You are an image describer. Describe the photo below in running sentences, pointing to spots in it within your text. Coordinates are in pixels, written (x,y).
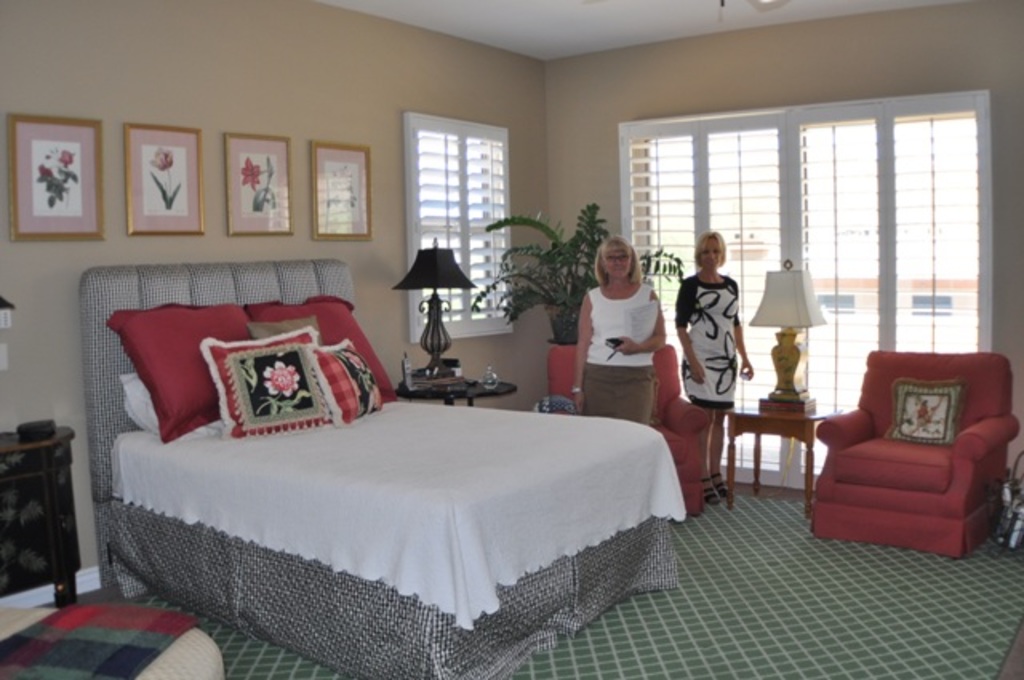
This picture is clicked inside the room (537,201). On the right corner of the picture (876,426), we see a sofa (969,472) and in the middle of the picture (510,413), we see a bed (367,561) with pillows (362,380) on it. Beside that, we see a table (421,393) on which lamp (427,284) is placed and beside that, we see two women (725,310) standing in the room (723,340). Behind them, we see glass window (726,215) and beside that, we see a wall (369,82) which is cream in color and on the wall (208,162), we see four photo frames (277,184).
